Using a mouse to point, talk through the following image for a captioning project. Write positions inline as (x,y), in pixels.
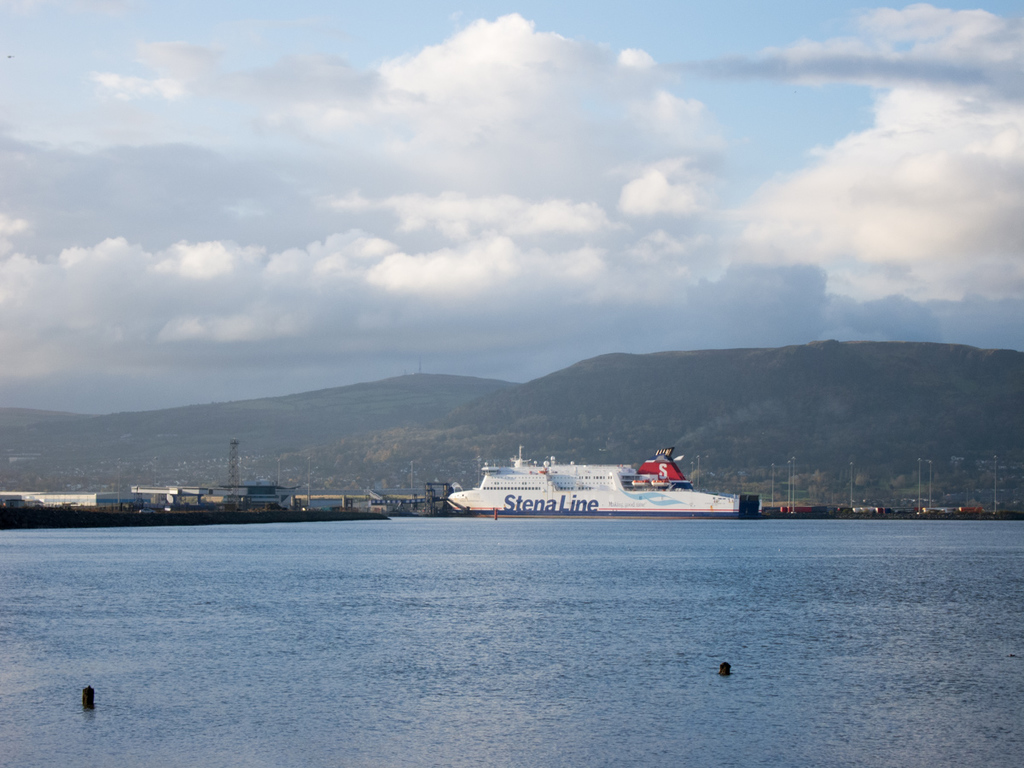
In this picture we can see objects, ship (576,513) and water (627,731). In the background of the image (167,491) we can see buildings (179,488), poles (993,456), hills (513,419) and sky (686,250) with clouds (682,261).
